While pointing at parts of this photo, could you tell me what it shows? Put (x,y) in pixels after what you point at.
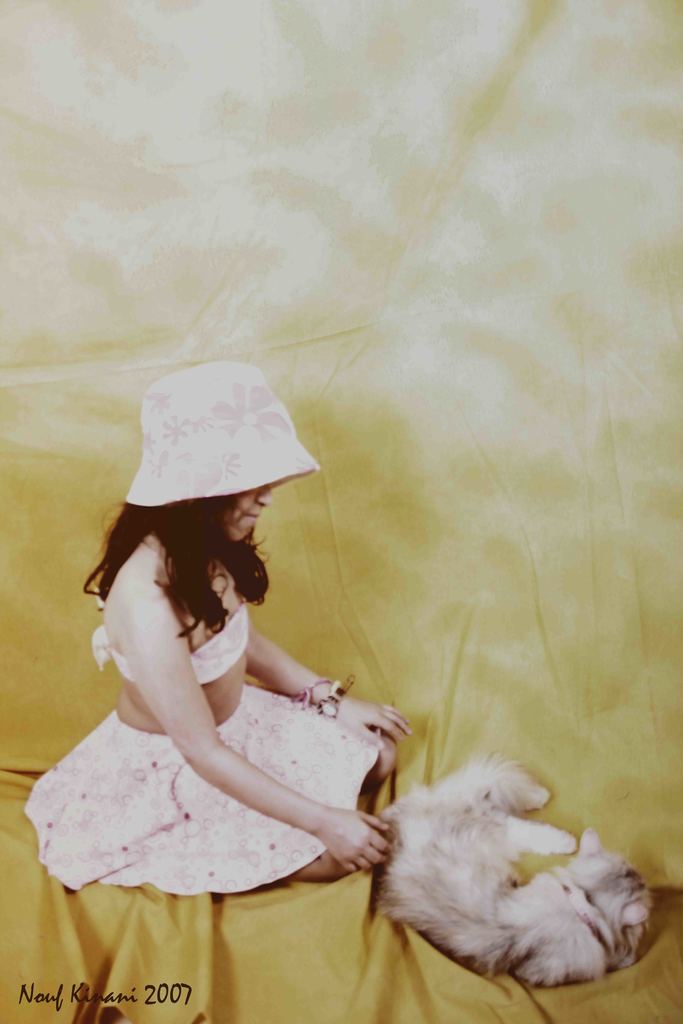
In the foreground of this image (136,623), there is a girl (193,593) wearing hat (216,427) is sitting on a yellow color cloth (254,962) and there is an animal (481,869) in front of her.
